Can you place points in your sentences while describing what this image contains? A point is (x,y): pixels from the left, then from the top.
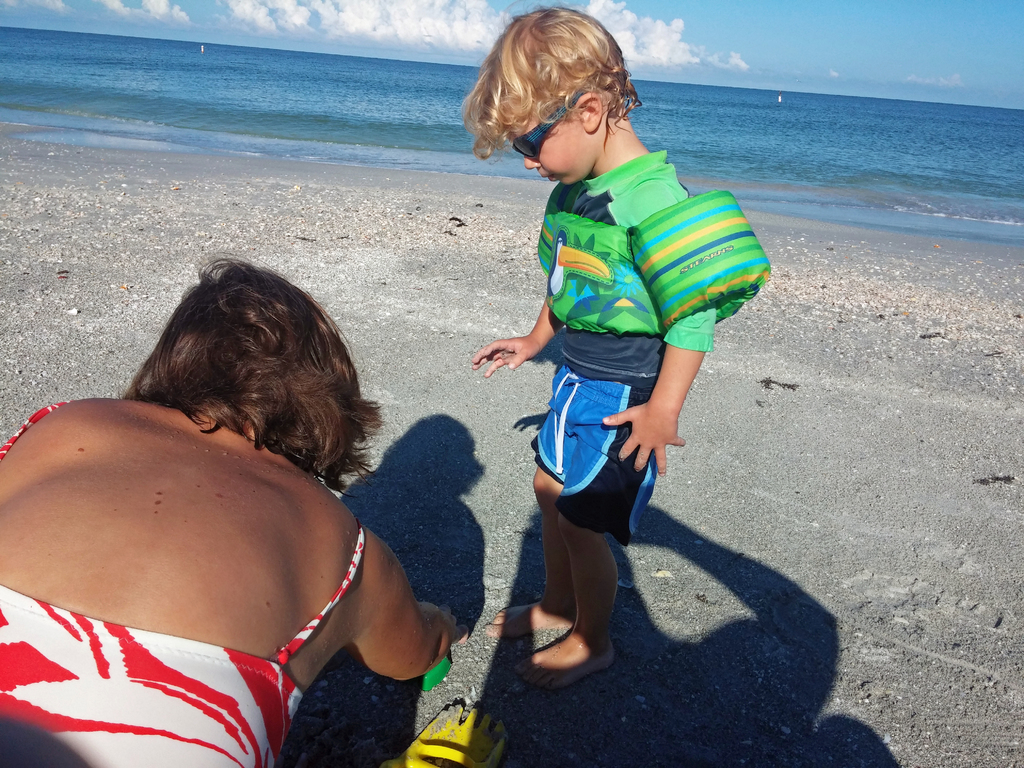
This image is clicked in a beach (386,259). There is water (92,132) at the top (473,134). There is sky (616,13) at the top (1003,13). There are two persons (606,633) in the middle (344,456). One is a woman (248,429), another one is a kid (571,339).
